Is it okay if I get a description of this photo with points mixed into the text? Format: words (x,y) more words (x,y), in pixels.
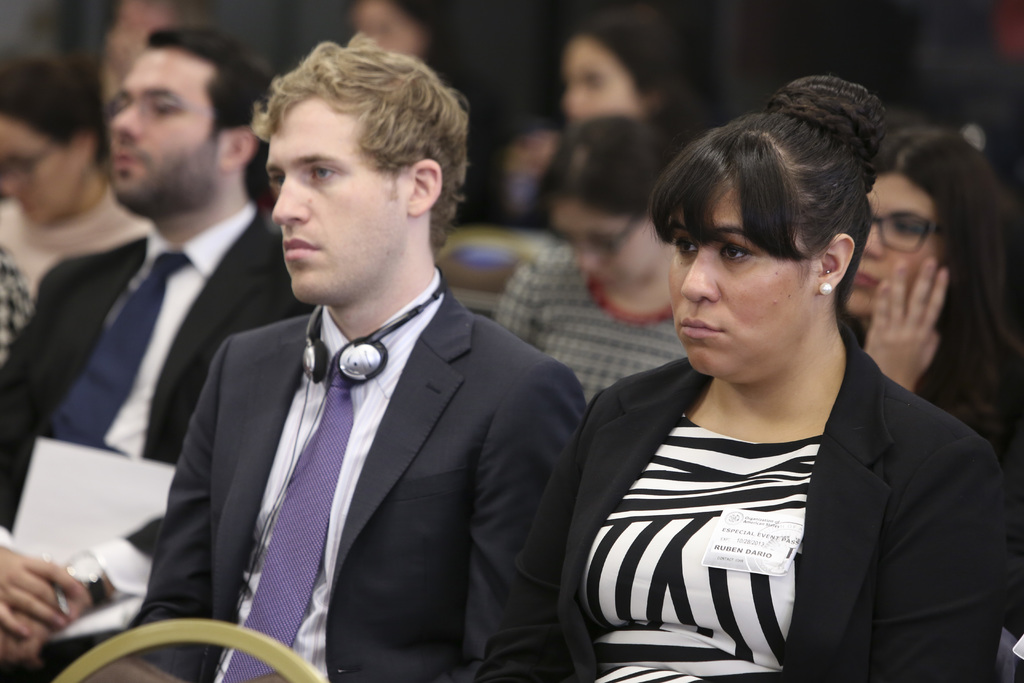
In this image we can see some people (306,135) sitting on chairs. One person (160,294) is holding a paper (98,530) in his hand (97,595). One man (467,482) is wearing headphones (372,362) on his neck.
